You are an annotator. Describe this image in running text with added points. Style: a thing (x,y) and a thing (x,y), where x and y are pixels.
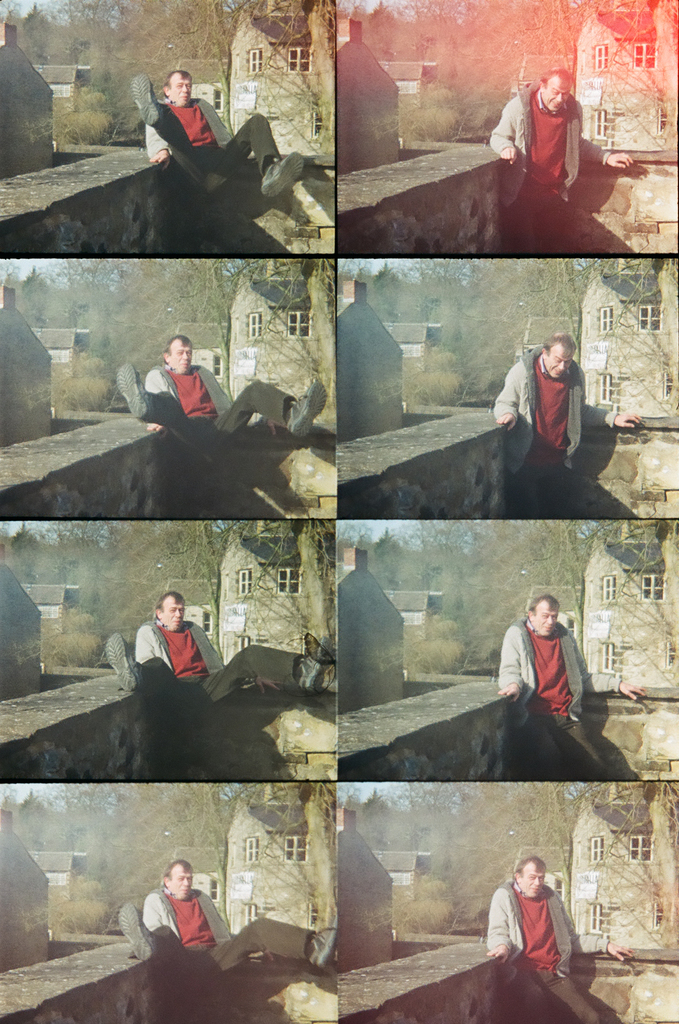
There is a collage image of different pictures of a same person (529,495). In the first four pictures, we can see person (232,148) jumping above the ground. In remaining pictures we can see person (545,773) standing in front of the wall (451,213).
